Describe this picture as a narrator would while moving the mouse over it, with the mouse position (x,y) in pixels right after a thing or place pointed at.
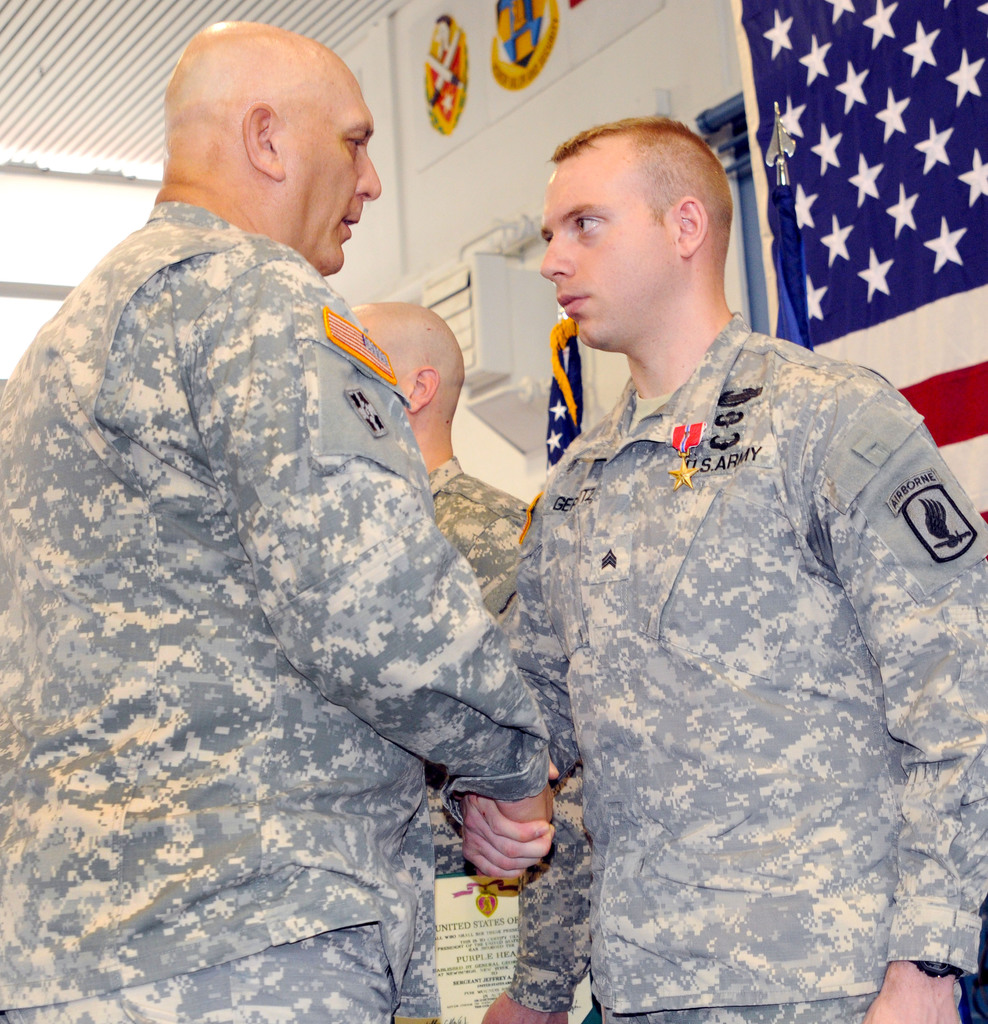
In this image I can see two person (71,587) wearing military uniform (351,662) are standing and in the background (492,584) I can see another person (488,570) wearing military uniform (476,499) is standing and holding a paper (476,944) in his hand (491,1010). I can see the wall (490,183), the flag (887,152), the ceiling (101,62) and the sky (49,251).
